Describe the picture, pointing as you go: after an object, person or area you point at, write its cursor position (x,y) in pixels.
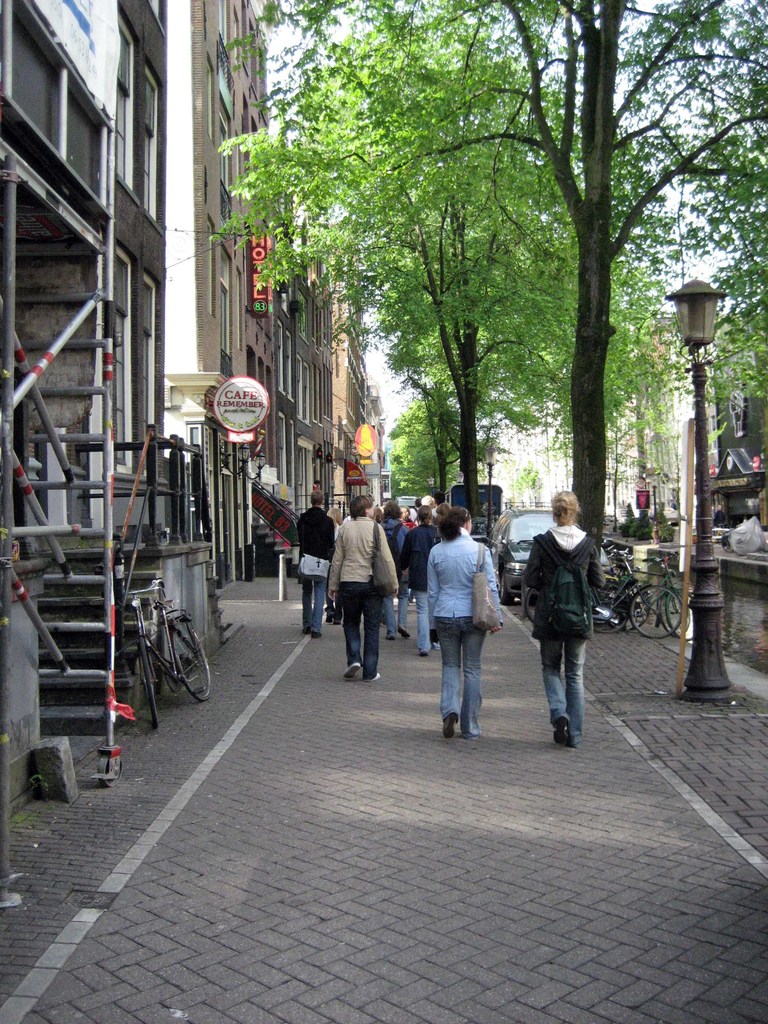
In this image, we can see a group of people (402,631) are walking on the footpath (378,841). Few people (359,643) are wearing bags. Here we can see few vehicles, poles (704,618), light (697,641), trees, buildings (33,657), hoardings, rods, walls (33,583), windows (228,510), banners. Background there is a sky (355,18).
